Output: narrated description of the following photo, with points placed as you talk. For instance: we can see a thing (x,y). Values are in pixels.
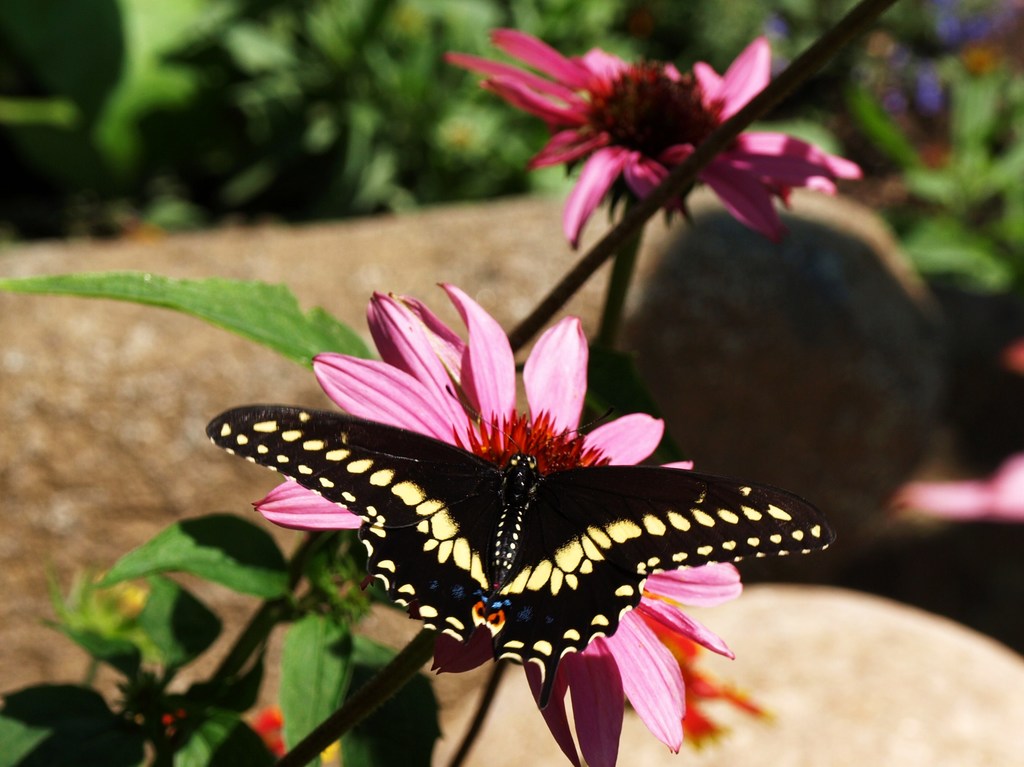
In the picture there are two flowers (464,367) to the plant (157,731) and there is a butterfly (440,550) on one of the flower (479,321).
